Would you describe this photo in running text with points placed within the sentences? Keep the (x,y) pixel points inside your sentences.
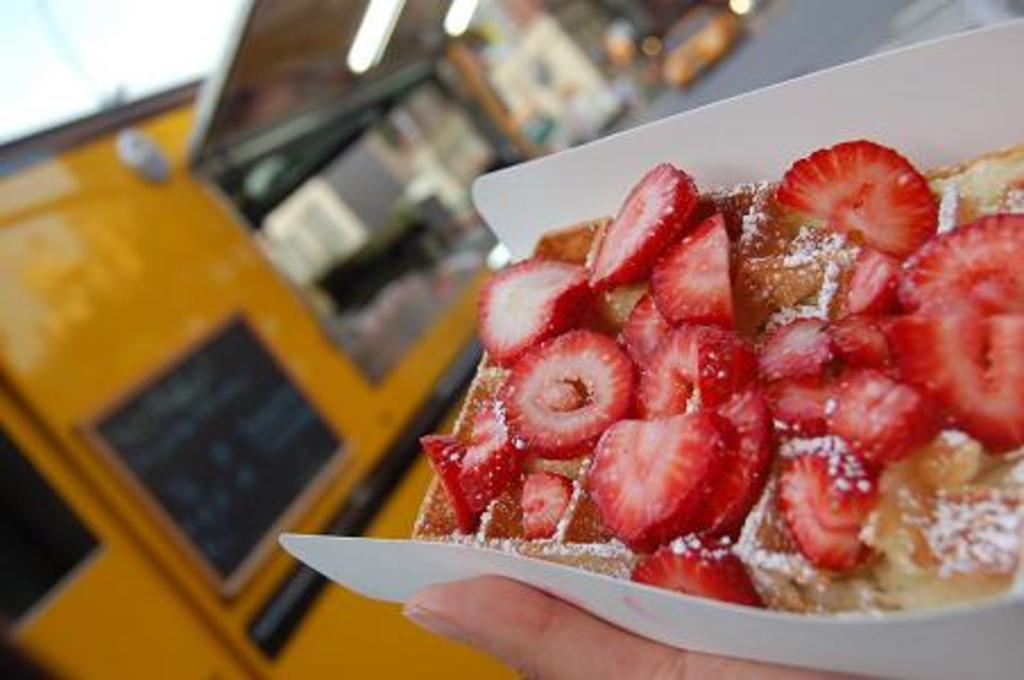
In this image I can see food (958,370) which is in brown and red color in the plate (826,620) and the plate (826,620) is in white color. At left (229,324) I can see food truck (174,293) which is in yellow color and the sky (49,48) is in white color.
